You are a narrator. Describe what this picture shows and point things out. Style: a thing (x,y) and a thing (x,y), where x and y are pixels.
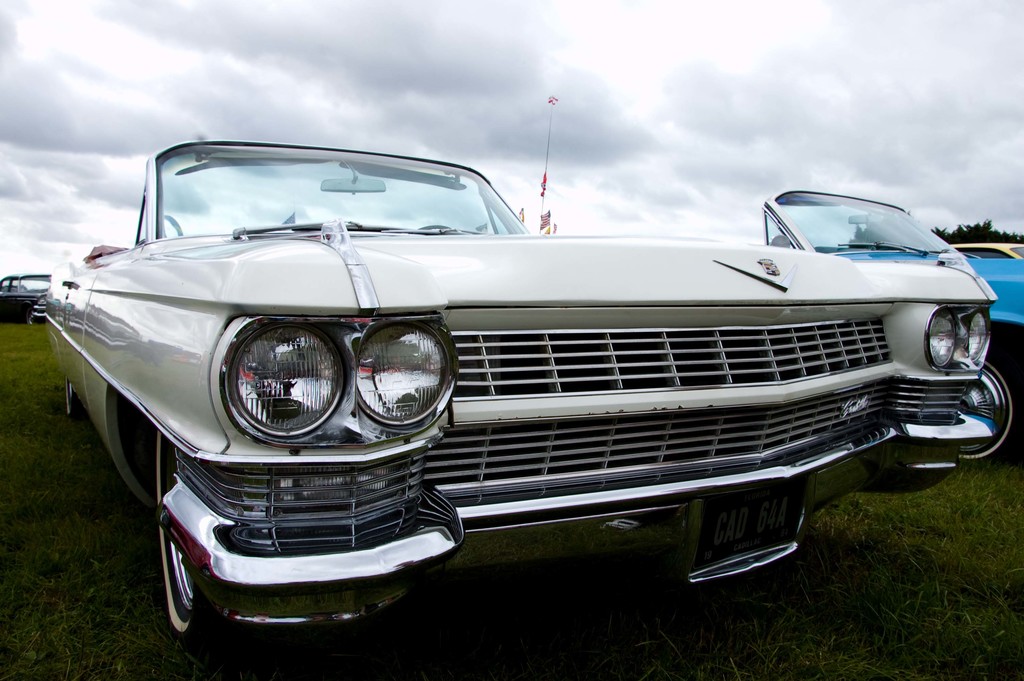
In this picture there are few vehicles (607,269) placed on a greenery ground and the sky (453,117) is cloudy.
